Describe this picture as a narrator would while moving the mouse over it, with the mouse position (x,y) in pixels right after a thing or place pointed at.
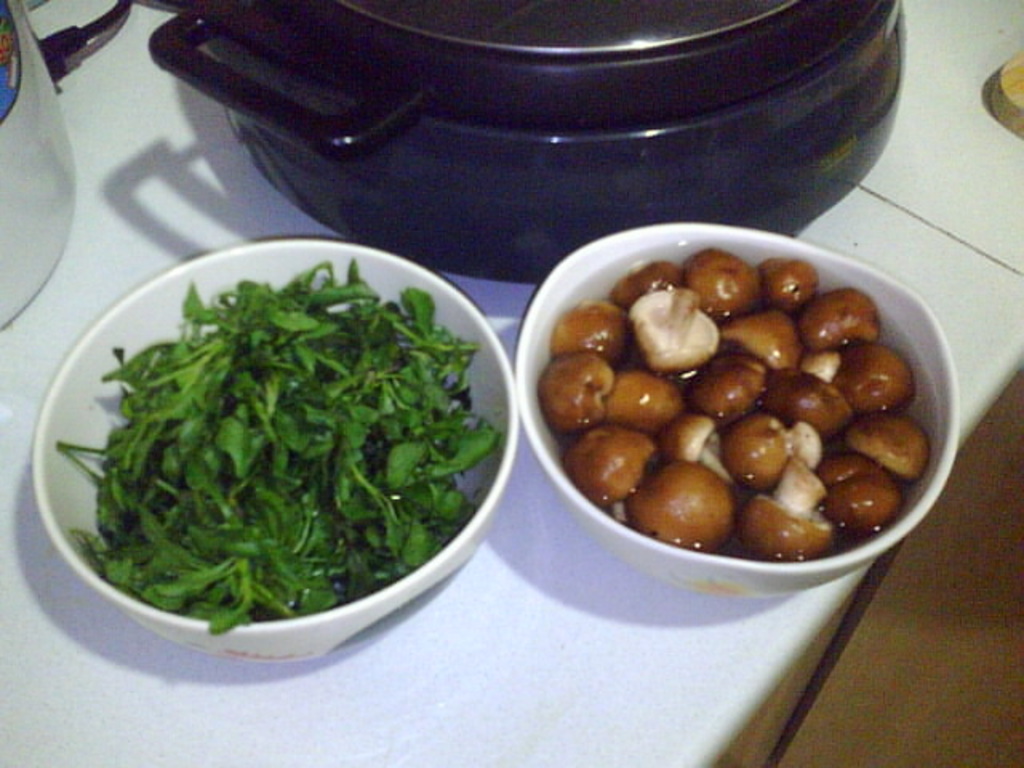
In this image there are mushrooms (809,514) in a bowl (541,443), beside that there are leafy vegetables (180,431) in another bowl (133,325), in front of that there are two dishes (467,122) on the kitchen platform (420,741).
